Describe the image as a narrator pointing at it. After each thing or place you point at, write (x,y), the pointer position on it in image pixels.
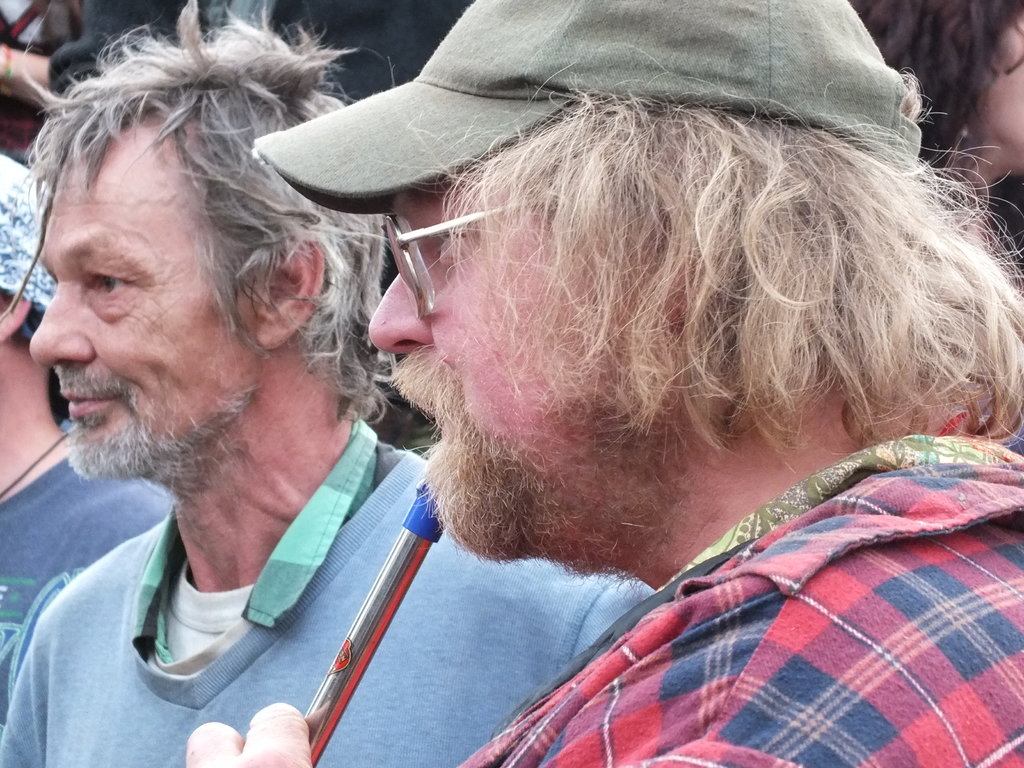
In this picture there are two men (274,405) on the right (765,273) and left side of the image (223,420) and there are other people (1023,28) behind them.
